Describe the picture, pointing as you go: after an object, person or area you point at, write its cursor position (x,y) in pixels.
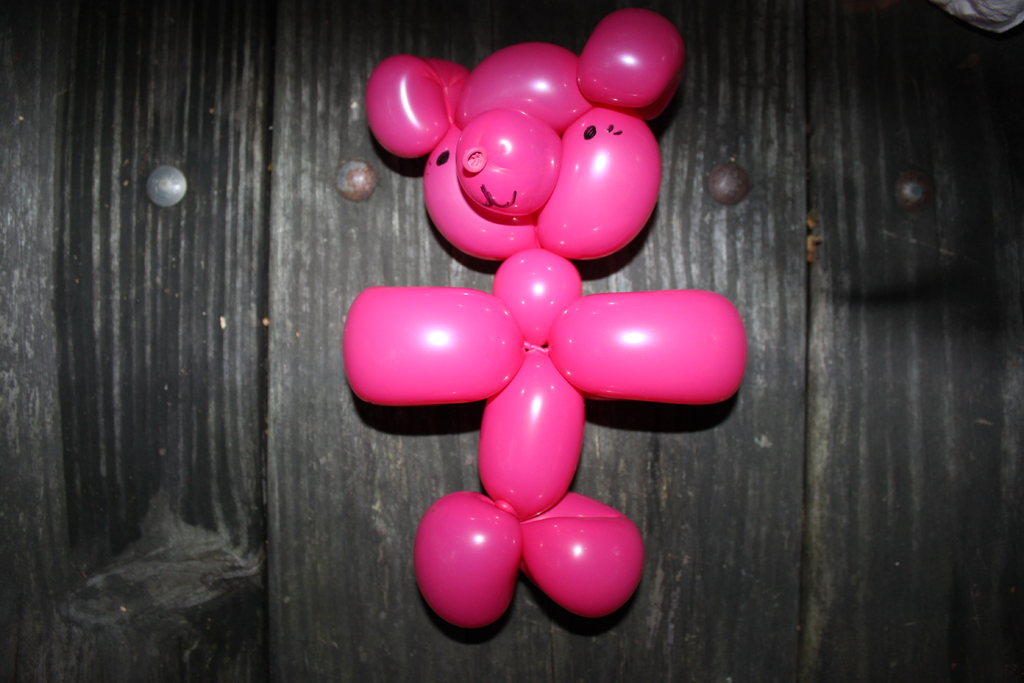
In the picture there is a wooden wall (741,462), on the wall (392,583) there is a balloon toy (607,176).
